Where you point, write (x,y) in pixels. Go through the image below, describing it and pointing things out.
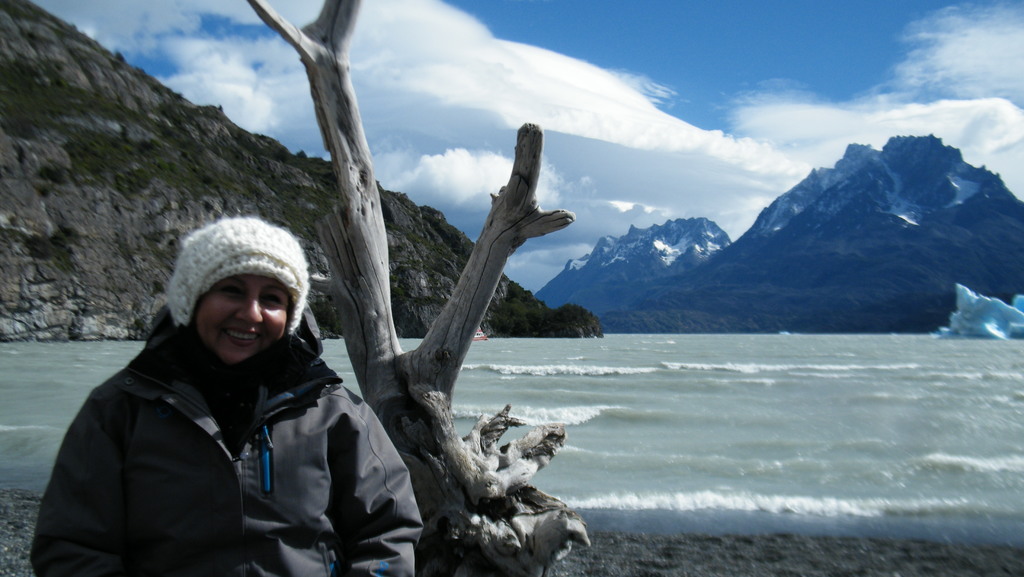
In this image I can see the person (150,449) wearing the grey color jacket (250,455) and the white cap (189,287). To the side I can see the branch (473,512) of the tree (442,468). In the background (699,451) I can see the water (720,388), mountains (424,254), clouds (546,69) and the sky (673,71).
